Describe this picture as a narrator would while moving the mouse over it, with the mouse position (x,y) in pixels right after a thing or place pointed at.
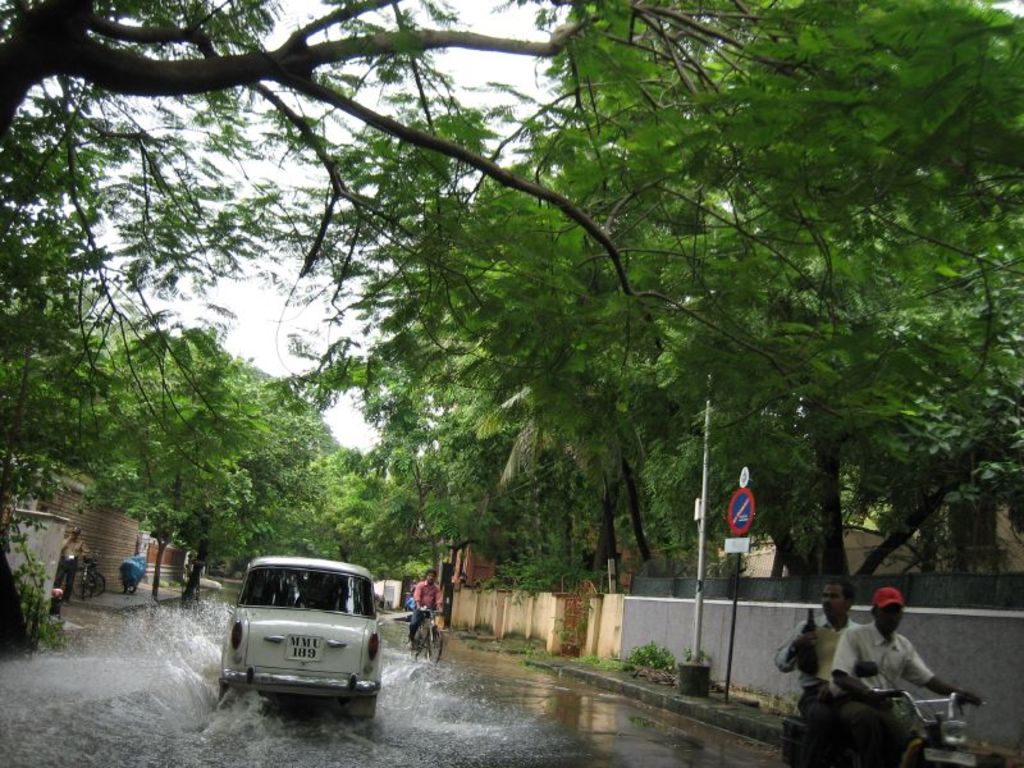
At the bottom of the image (380,742) I can see the water (402,742) on the road (604,746) and also I can see a car (278,630) and other vehicles (429,633). On the both sides of the road (593,739) I can see the walls (547,622) and trees (462,334).
